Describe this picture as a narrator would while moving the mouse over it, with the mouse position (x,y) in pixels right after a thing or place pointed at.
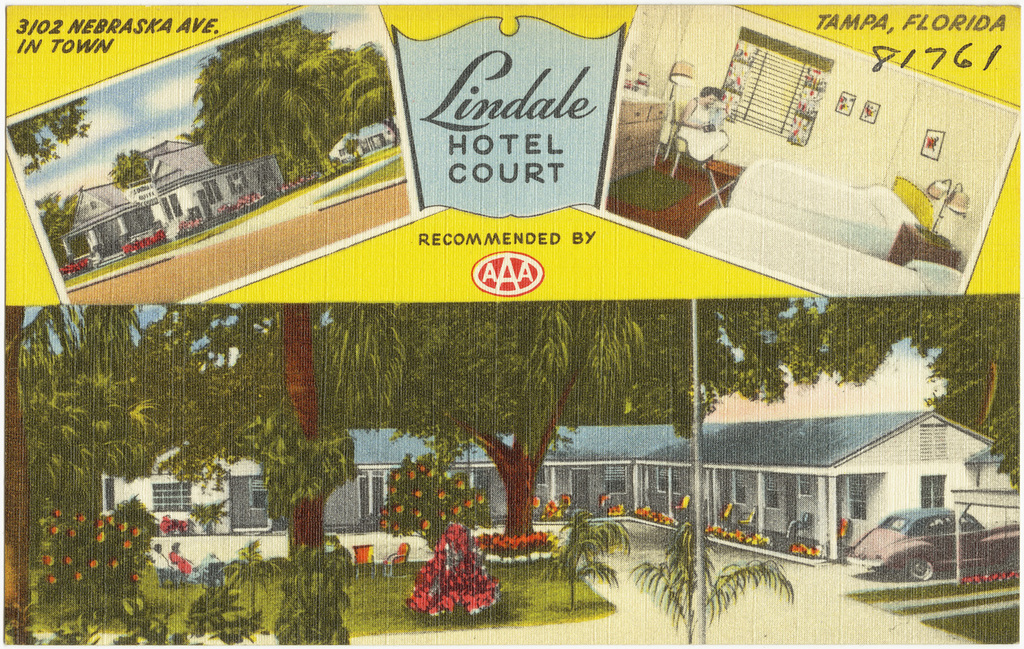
In this image, we can see a flyer (509,173) contains depiction of trees (343,416), plants (467,525), roof houses (573,449), bed (762,235) and some text (496,133). There is a car (909,539) in the bottom right of the image (915,547). There is a pole (703,606) at the bottom of the image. There is a person (709,111) at the top of the image (689,140).
